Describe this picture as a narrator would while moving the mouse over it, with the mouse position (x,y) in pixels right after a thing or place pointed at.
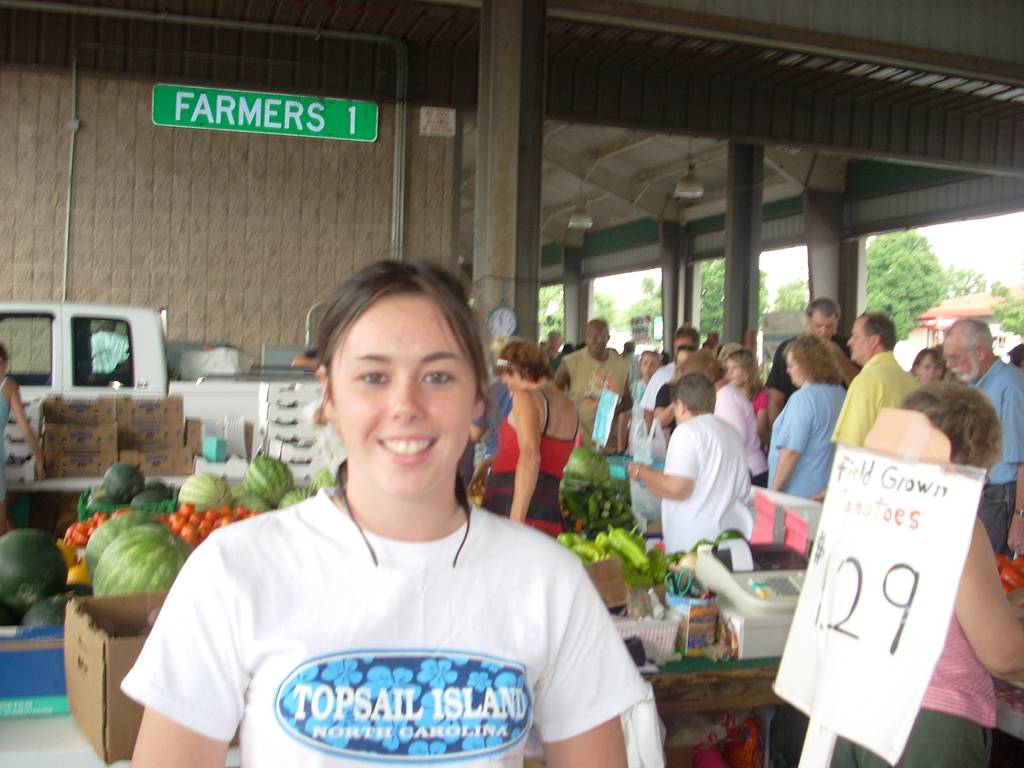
In this image there are a few people (1005,537) standing, in between them there are a few vegetables (17,545) arranged on the tables (76,488) with labels (887,536) on it, behind them there is a vehicle (236,373). In the background (292,120) there is a board (278,120) with some text (304,114) is attached to the wall (367,250) of a building (615,212) and there are trees (799,291).
